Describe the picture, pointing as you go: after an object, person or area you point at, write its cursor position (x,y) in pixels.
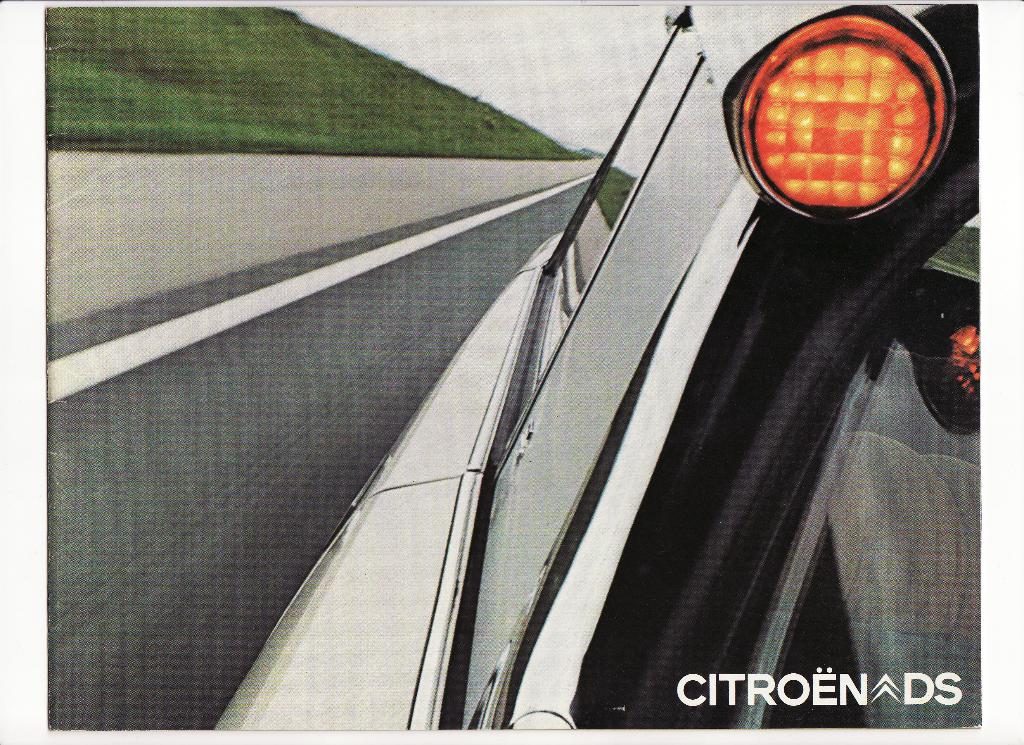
This is an edited picture. I can see a vehicle (335,680) on the road (387,355). I can see grass (189,15), and in the background (459,71) there is the sky (459,71) and there is a watermark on the image.
